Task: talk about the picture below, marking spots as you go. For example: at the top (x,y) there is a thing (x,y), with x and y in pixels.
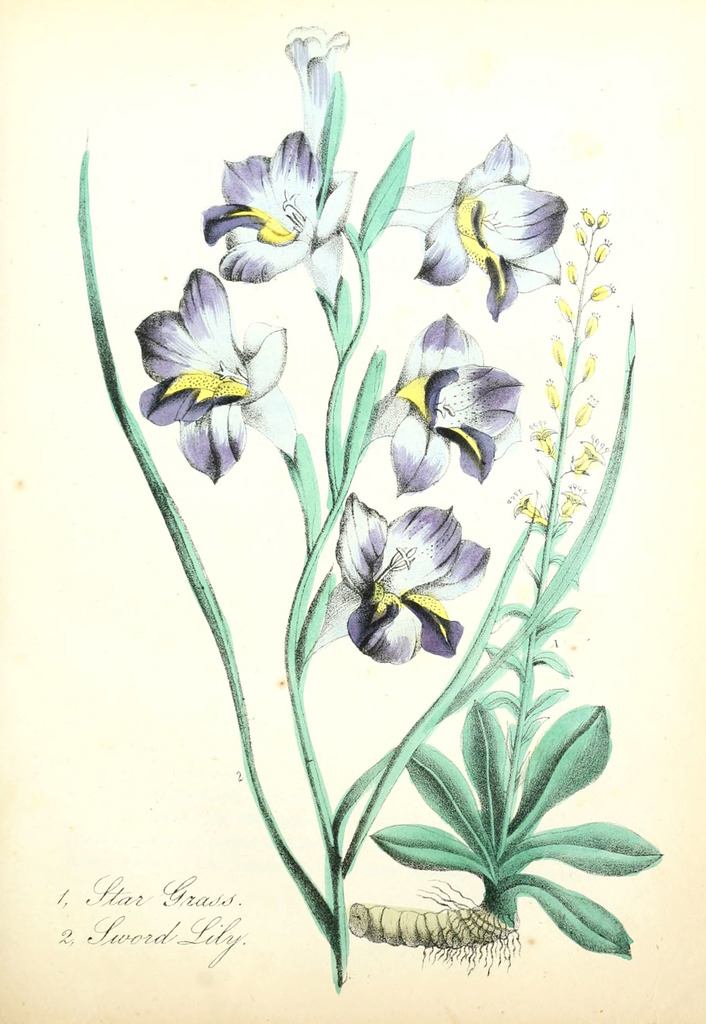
In this image I can see a painting (455,794) of a plant (566,917) along with the flowers (422,375) on a white paper (59,466). At the bottom (168,898) there is some text (167,925).
